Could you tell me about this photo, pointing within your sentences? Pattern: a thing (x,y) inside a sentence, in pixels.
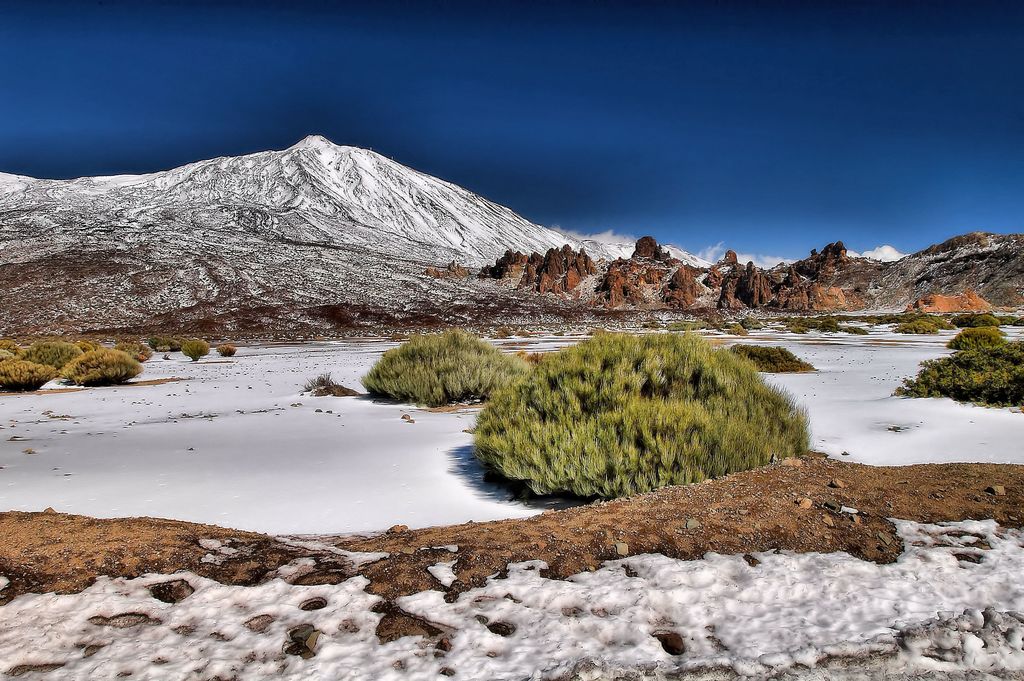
In this image there are hills (588,244), blue sky (639,173), plants (666,395), rocks (521,262) and snow (671,603).
